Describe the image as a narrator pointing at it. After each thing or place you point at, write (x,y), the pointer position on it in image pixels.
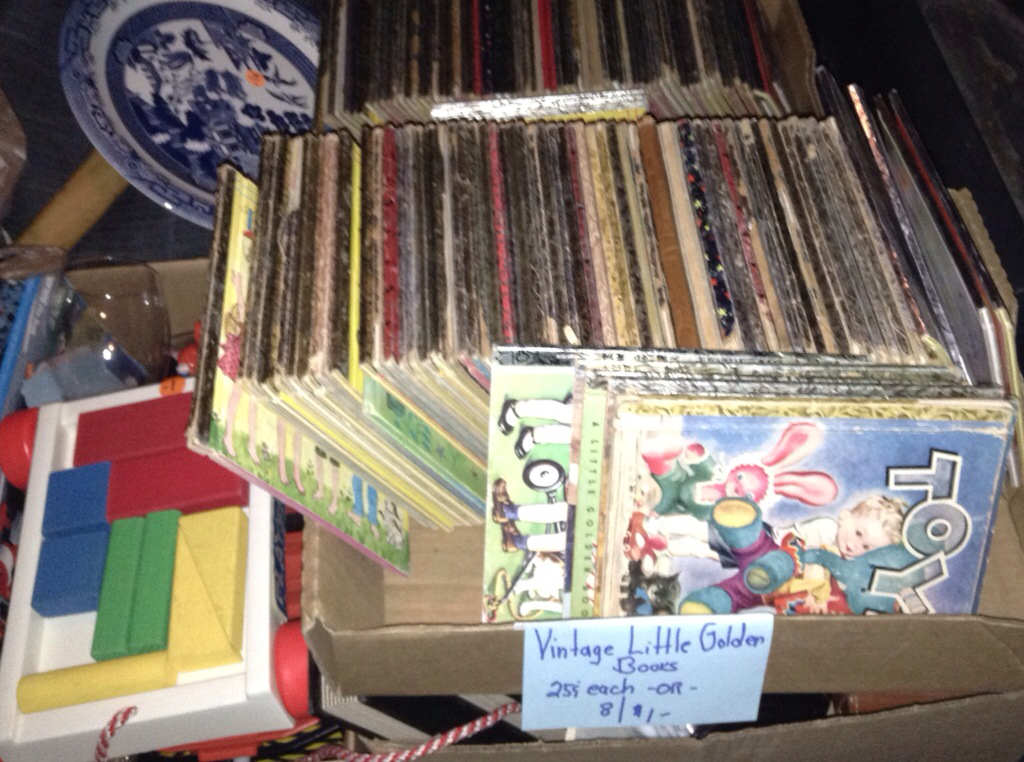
In this image, we can see books (690,313) are placed in the carton boxes (474,584). At the bottom of the image (635,673), we can see a paper (726,687) with some text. On the left side of the image (202,179), we can see colorful blocks (162,671), glass object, plate (237,107), wooden object (105,202) and few things (42,282).
